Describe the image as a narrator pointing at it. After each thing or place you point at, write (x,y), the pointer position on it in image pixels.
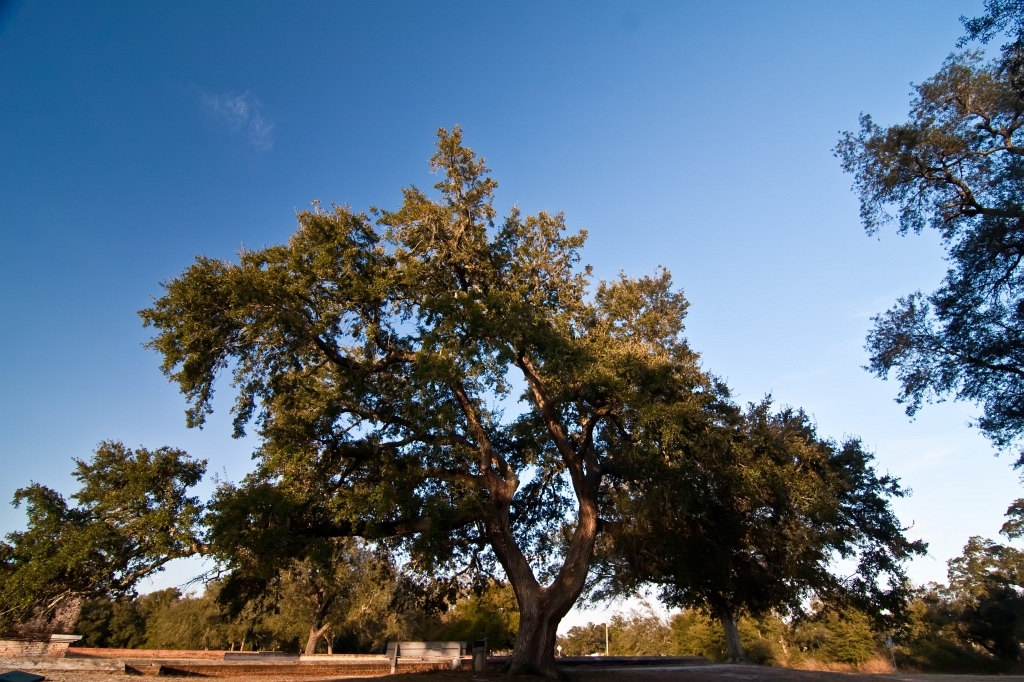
In this picture we can see trees (532,601), bench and pole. In the background of the image (712,78) we can see the sky (748,78).
